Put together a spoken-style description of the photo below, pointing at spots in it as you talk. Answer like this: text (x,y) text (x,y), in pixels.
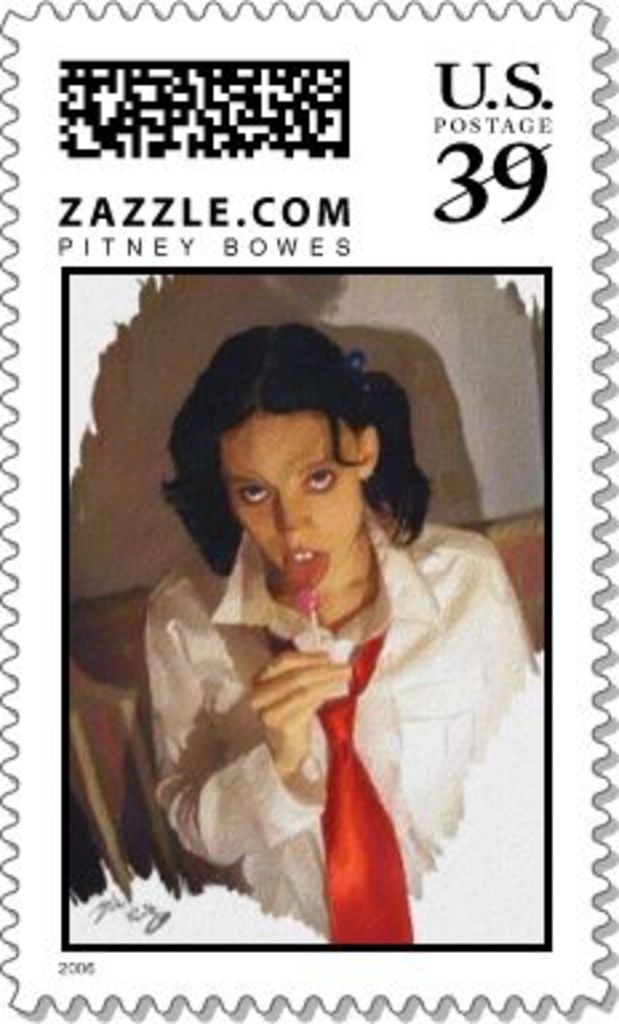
This picture is a postage stamp (248,718). At the top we can see the barcode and numbers (498,156). At the bottom (270,787) we can see a woman (415,539) who is eating lollipop (314,614) and sitting on the chair (97,766).
